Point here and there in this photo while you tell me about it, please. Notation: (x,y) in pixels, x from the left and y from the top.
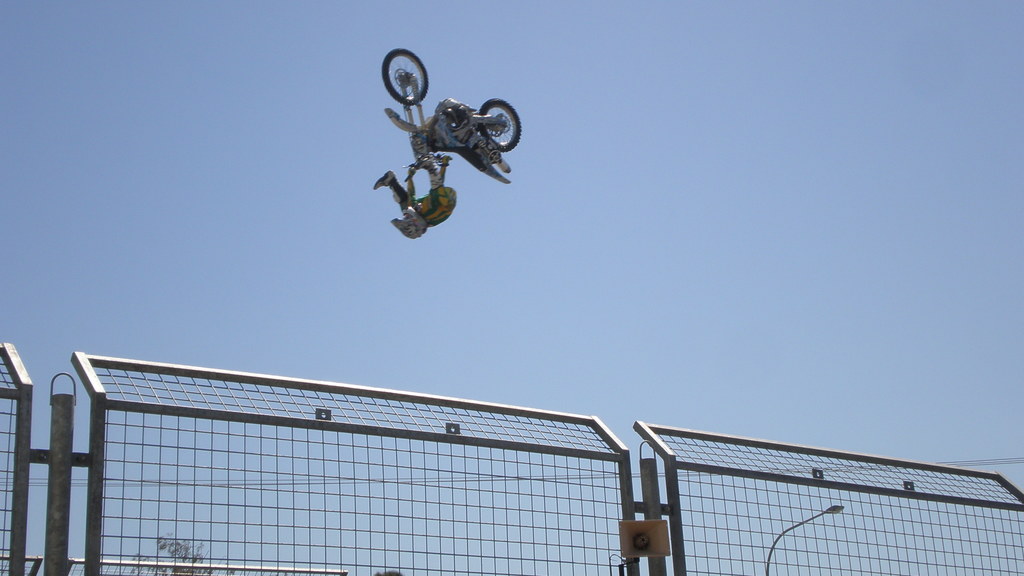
In this picture I can see a person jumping along with the motorbike (471,145), there is fence (846,475), megaphone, pole (767,559), light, tree (188,541), and in the background (526,317) there is sky (698,254).
